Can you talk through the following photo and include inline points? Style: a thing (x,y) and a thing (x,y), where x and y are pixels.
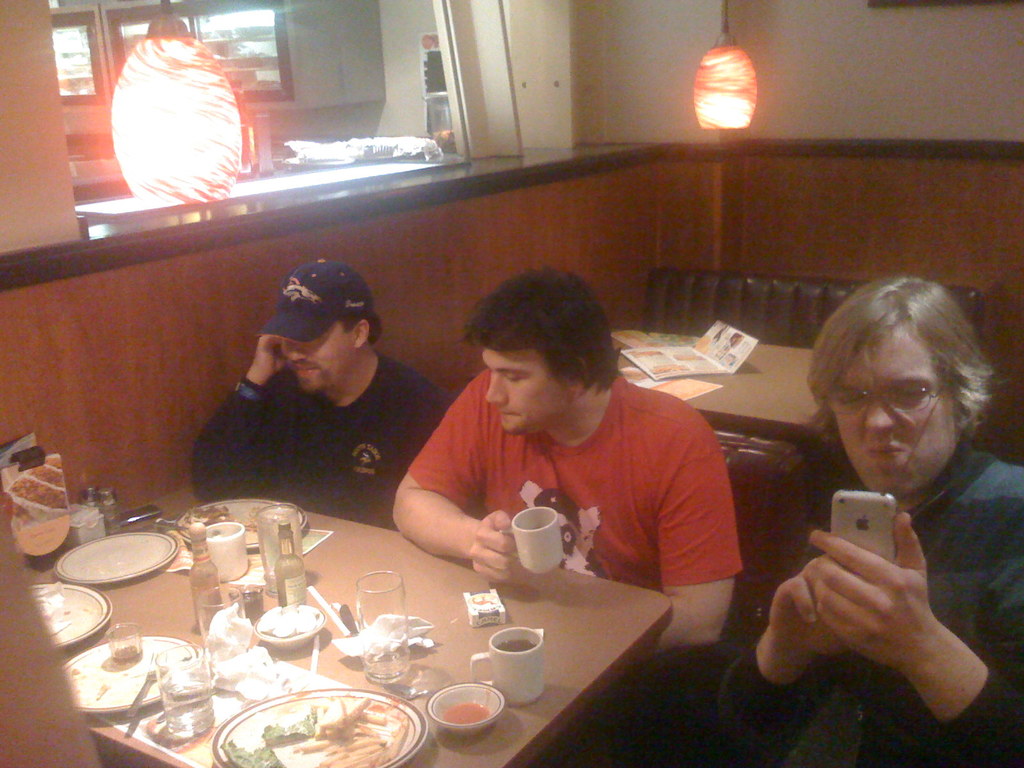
This image consists of lights (134,47) on the top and there are tables (528,580) and chairs (739,593). People (709,545) are sitting on chairs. On the table (401,689) there are plates (314,699), glasses (356,602), bottles (287,536), Cups (508,683), mobile phones (148,519). This looks like a restaurant (514,670).
